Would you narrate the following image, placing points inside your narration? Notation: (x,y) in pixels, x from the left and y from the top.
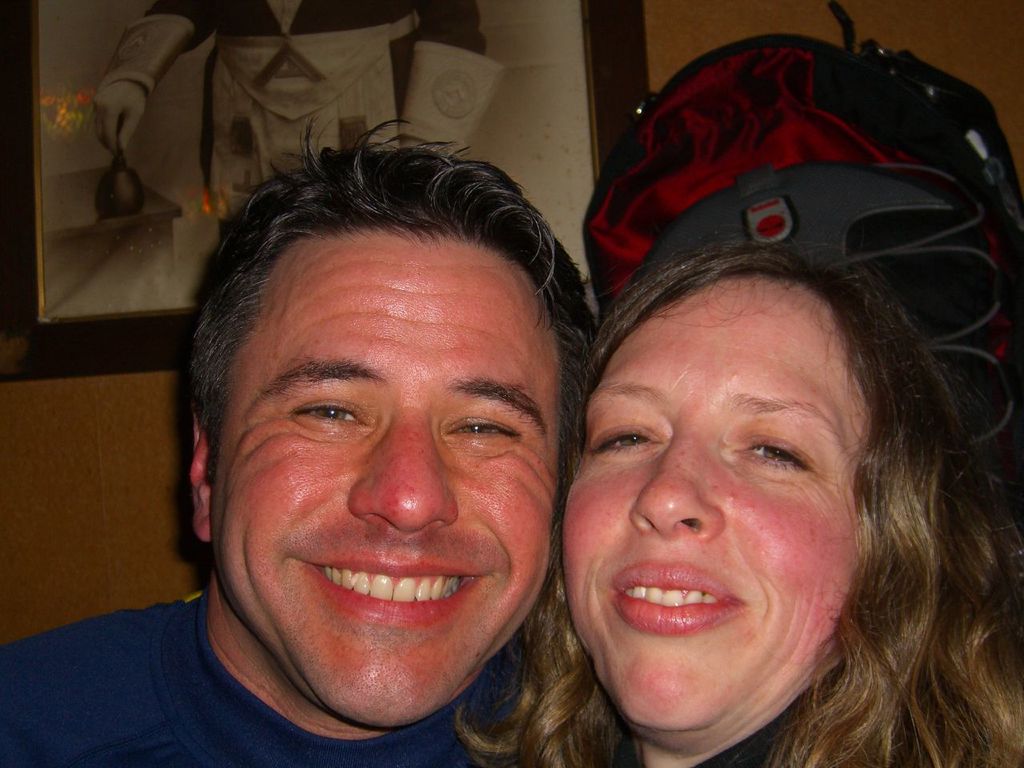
In this image there are two faces (674,489). On the right side (748,470) there is a woman face (754,497) and on the left side (291,414) there is a man's face (364,437). In the background (165,347) there is a frame (109,243) to the wall (37,394). On the right side (697,196) there is a bag (798,198).
